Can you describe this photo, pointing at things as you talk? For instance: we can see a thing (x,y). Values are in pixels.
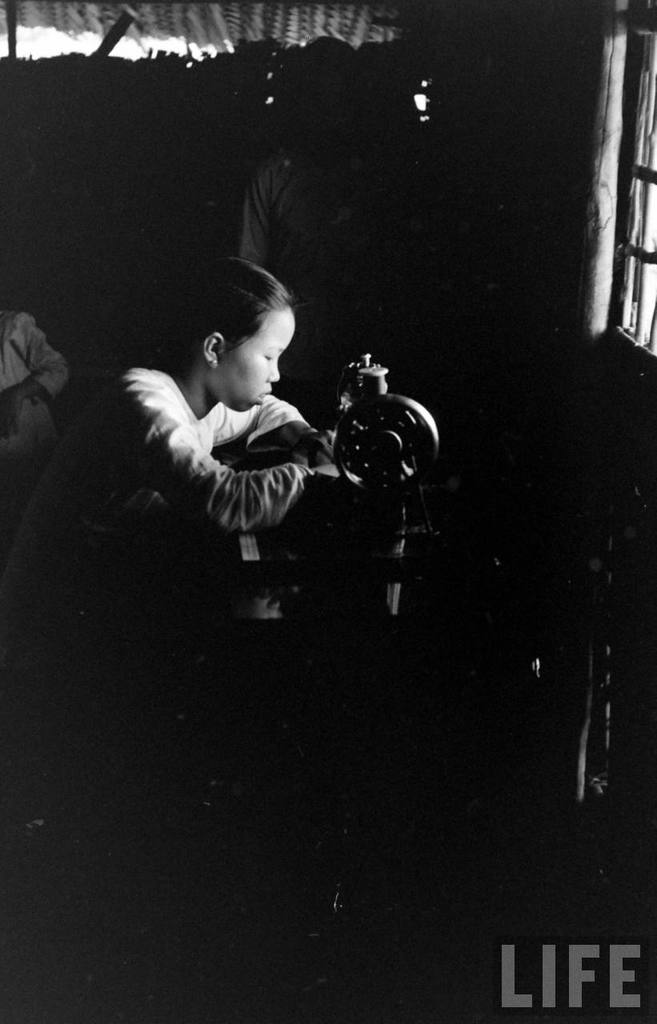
In this image I can see the picture which is very dark. I can see a person (220,386) sitting in front of a sewing machine (410,445). I can see the window (642,15), a wooden pole (588,254) and few persons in the background (609,256).
